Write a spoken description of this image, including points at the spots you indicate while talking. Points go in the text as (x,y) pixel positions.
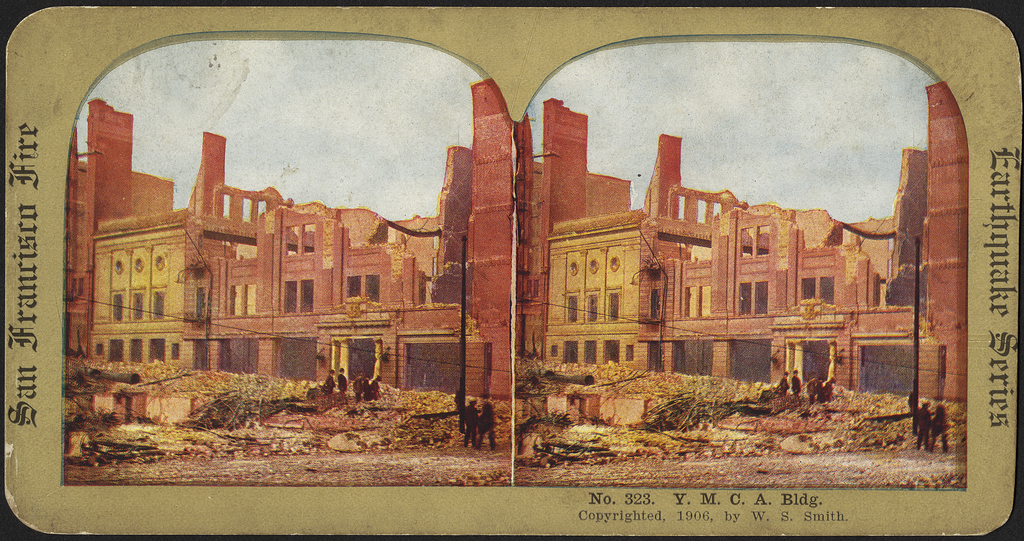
In this image there is a poster (217,254). In which there are buildings (452,290) and there is some text (667,503) at the bottom of the image (634,503).
